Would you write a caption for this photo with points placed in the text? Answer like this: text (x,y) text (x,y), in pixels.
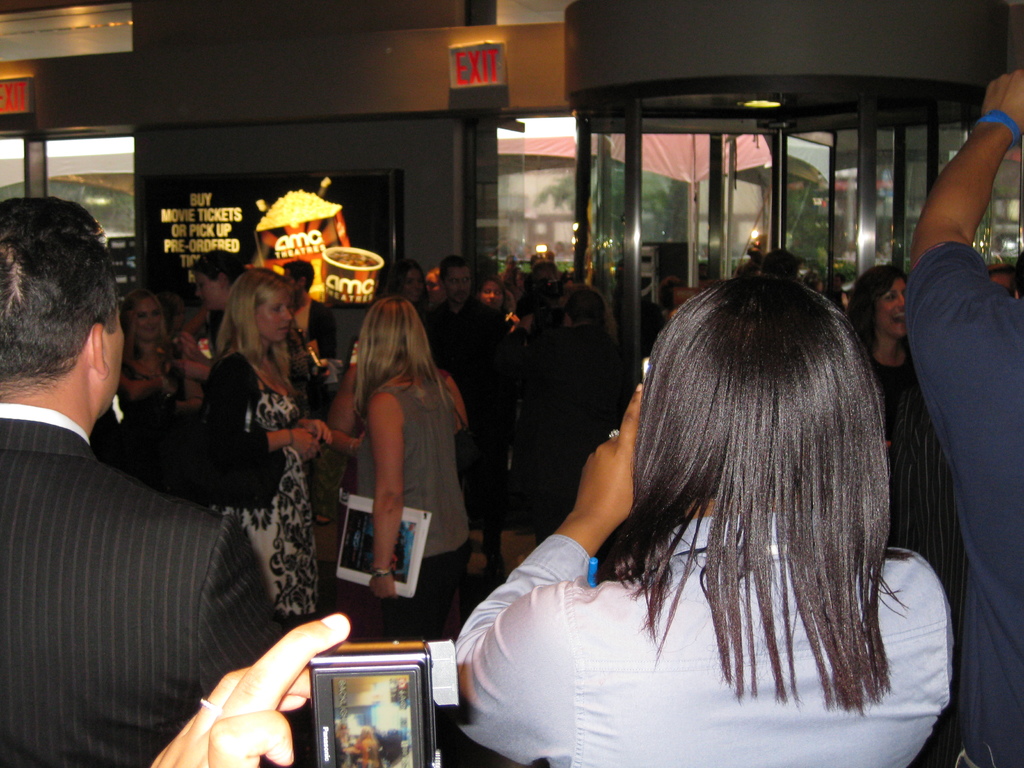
In this picture there is a group of girls (425,568) standing in the hall (276,345) and discussing something. In the front (651,551) there is a girl (625,648) wearing blue color shirt (809,754) standing and taking the photograph. Beside we can see a man (173,690) wearing black coat (94,694) and looking to the crowd (358,389). In the background (648,246) there is a glass door (753,232) and above a exit caution board (456,82).
